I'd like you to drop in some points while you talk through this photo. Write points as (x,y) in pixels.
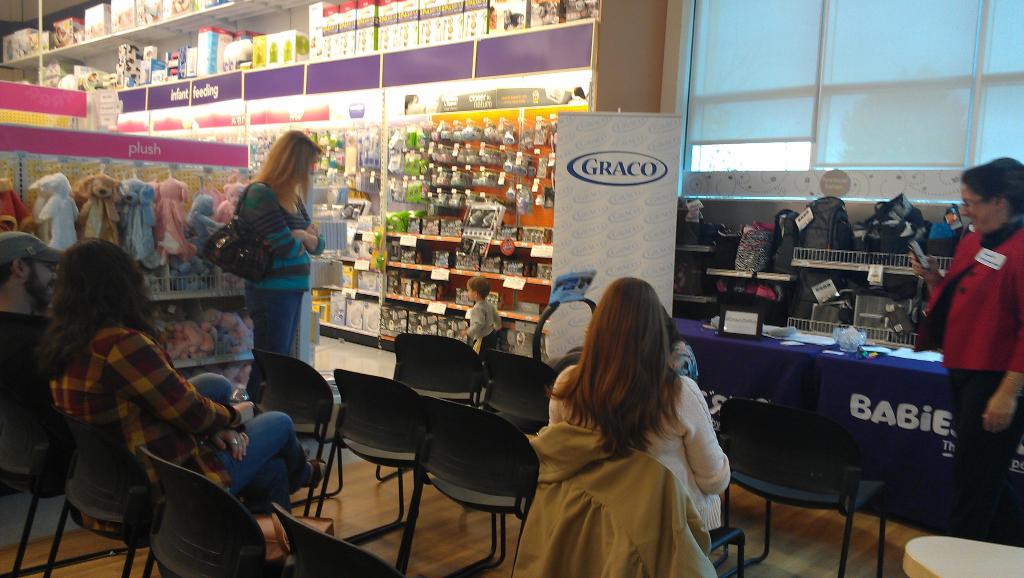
This is a picture consist of an inside view of a shop (159,324) and there are some chairs (265,380) kept on the floor (26,514) and there are some persons (105,381) sitting on the chairs (494,501) and right side (957,329) a woman (981,278) standing and wearing a red color jacket (980,320) and there are the woolen clothes (54,189) and there are some teddy bears (70,201) kept on the rack (50,173) inside and bags (753,228) kept on the right side (872,305) and there is a board (632,241) with white color kept on the floor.
